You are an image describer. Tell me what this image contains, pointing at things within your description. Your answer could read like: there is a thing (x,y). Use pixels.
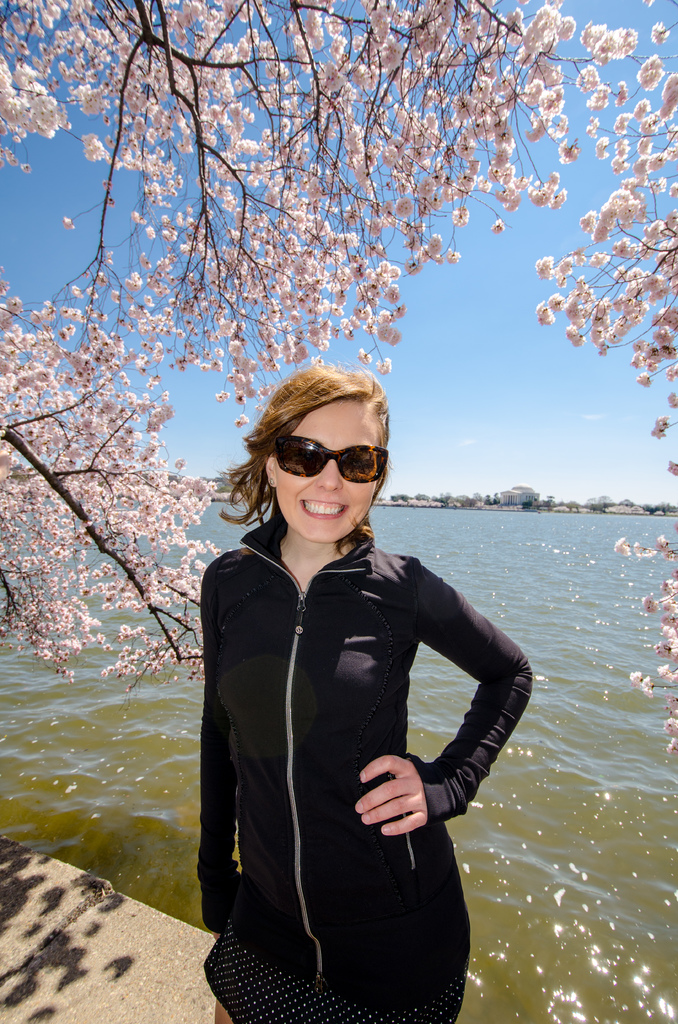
In this picture I can observe a woman (337,630) standing in the middle of the picture (295,529). She is wearing black color dress (299,612) and spectacles (321,459). Woman (325,471) is smiling. Behind her I can observe a river (507,580). In the background (416,416) there is sky (394,400).
